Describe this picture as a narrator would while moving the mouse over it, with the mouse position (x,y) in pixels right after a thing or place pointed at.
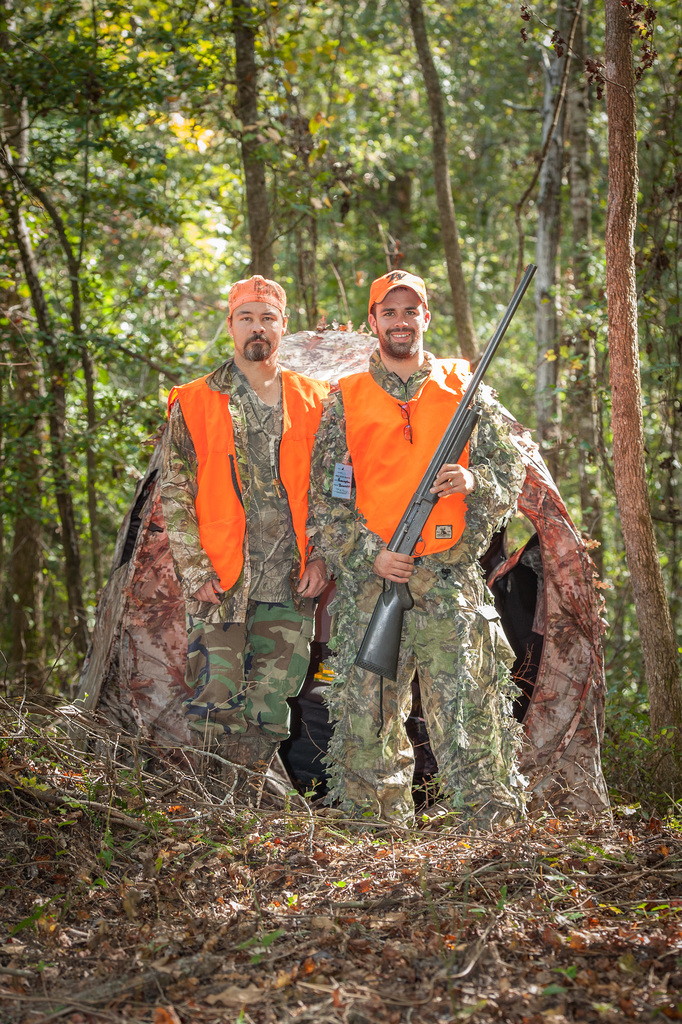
In the center of the picture (336,462) there are two hunters (289,625), a hunter (406,495) holding a gun (419,497) behind them there is hut (578,540). In the foreground (367,944) there are dry leaves (274,867) and twigs (285,835). In the background (321,188) there are trees (277,173).
